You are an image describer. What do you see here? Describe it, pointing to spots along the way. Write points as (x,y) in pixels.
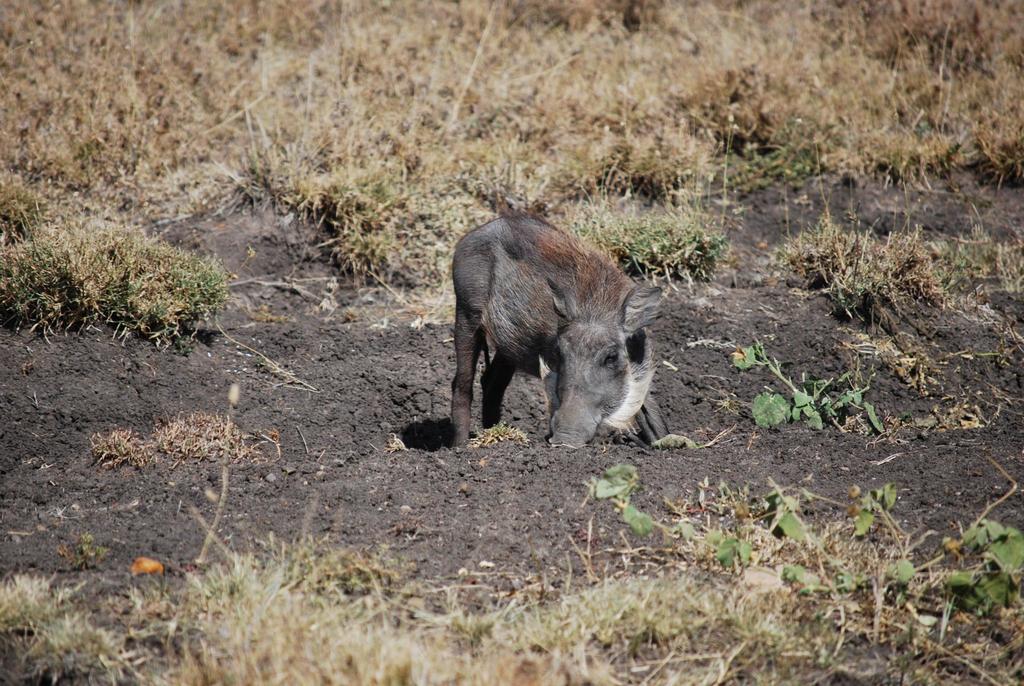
In this image I can see the ground (382,436) which is black in color and an animal (507,349) which is black and white in color on the ground (369,392). I can see some grass (315,105) which is brown and cream in color on the ground (236,412).
